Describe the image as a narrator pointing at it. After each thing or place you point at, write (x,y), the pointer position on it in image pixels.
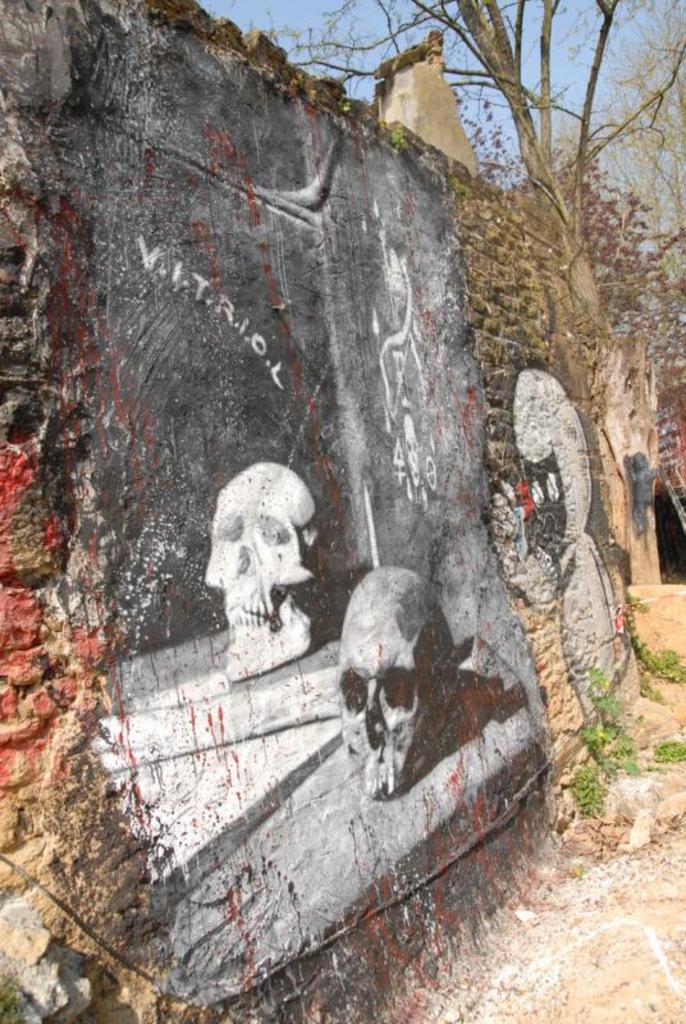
In the foreground of this image (389,645), there are paintings (422,667) on the wall (622,676). On the right side (614,742), there are plants (617,730). On the top (618,165), there are trees (674,146) and the sky (287,18).
